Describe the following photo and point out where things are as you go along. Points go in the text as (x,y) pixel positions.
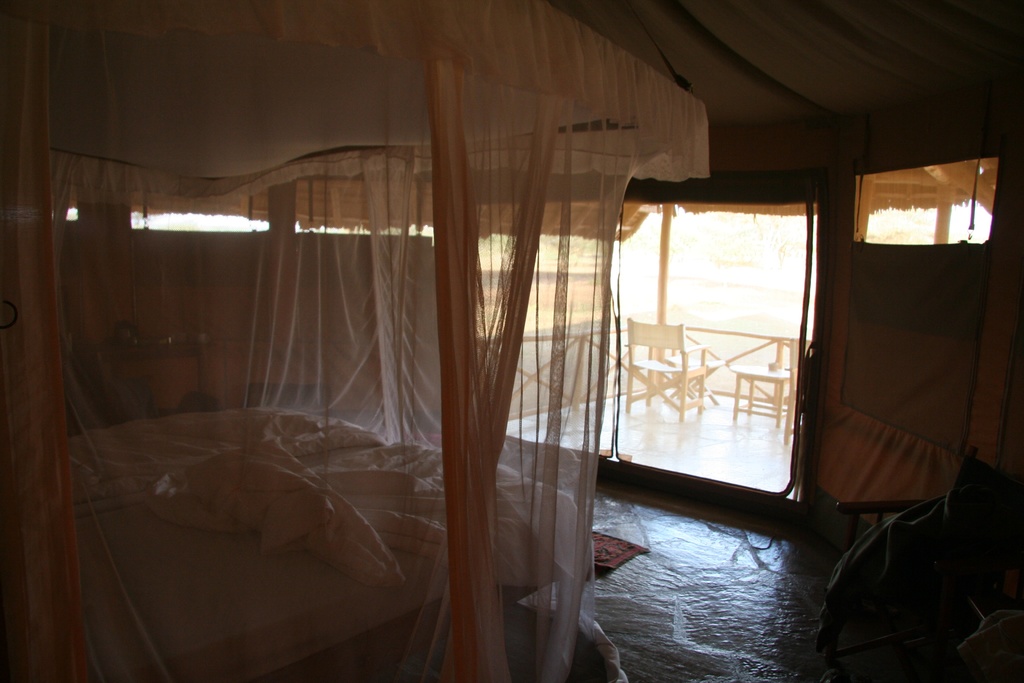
This image is clicked inside a tent (206,527). In the foreground (279,491) there is a bed (122,487). There is a net (324,483) around the bed (324,483). In the center (665,361) there is an opening (626,414). Outside the entrance (672,426) there are chairs (684,367) and a railing (723,332). To the right (906,543) there is another chair (906,571).
